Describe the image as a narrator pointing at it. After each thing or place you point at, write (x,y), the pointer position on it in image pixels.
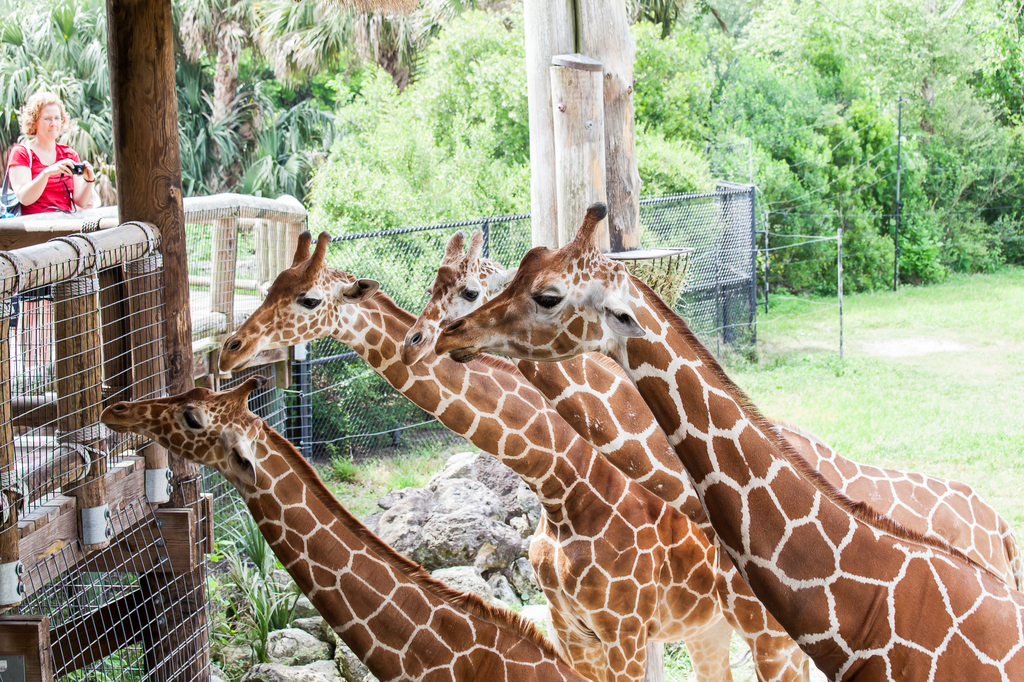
As we can see in the image there are giraffes (545,483), fence (434,240), grass (896,327), trees (1011,95) and on the left side (52,164) there is a woman (52,143) wearing red color dress (48,192) and holding a camera (84,166).
